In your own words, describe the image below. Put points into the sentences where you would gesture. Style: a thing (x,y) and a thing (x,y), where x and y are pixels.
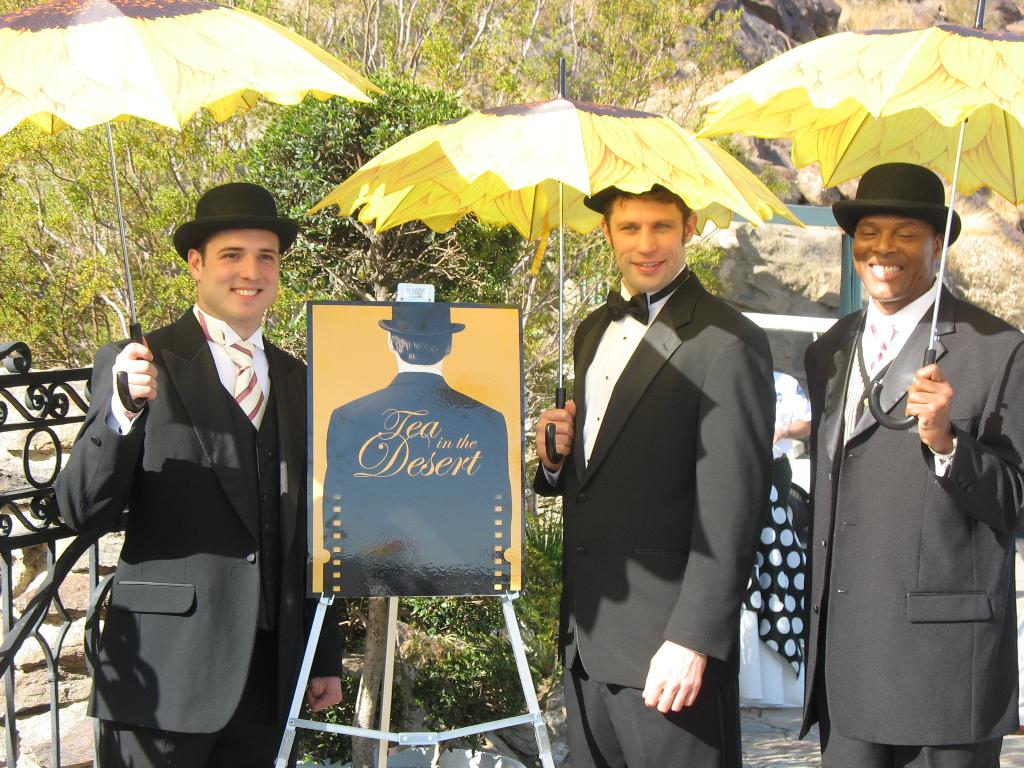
In this image in the center (605,504) there are three persons (624,363) who are standing and smiling and they are holding umbrellas (127,293), and in the center (390,352) there is one board (348,439). On the board (412,462) there is some text (399,447) and a painting (359,518), and in the background (782,600) there are some plants (92,188), rocks (786,257) and some objects (780,318). On the left side (50,434) there is a railing (45,425).
